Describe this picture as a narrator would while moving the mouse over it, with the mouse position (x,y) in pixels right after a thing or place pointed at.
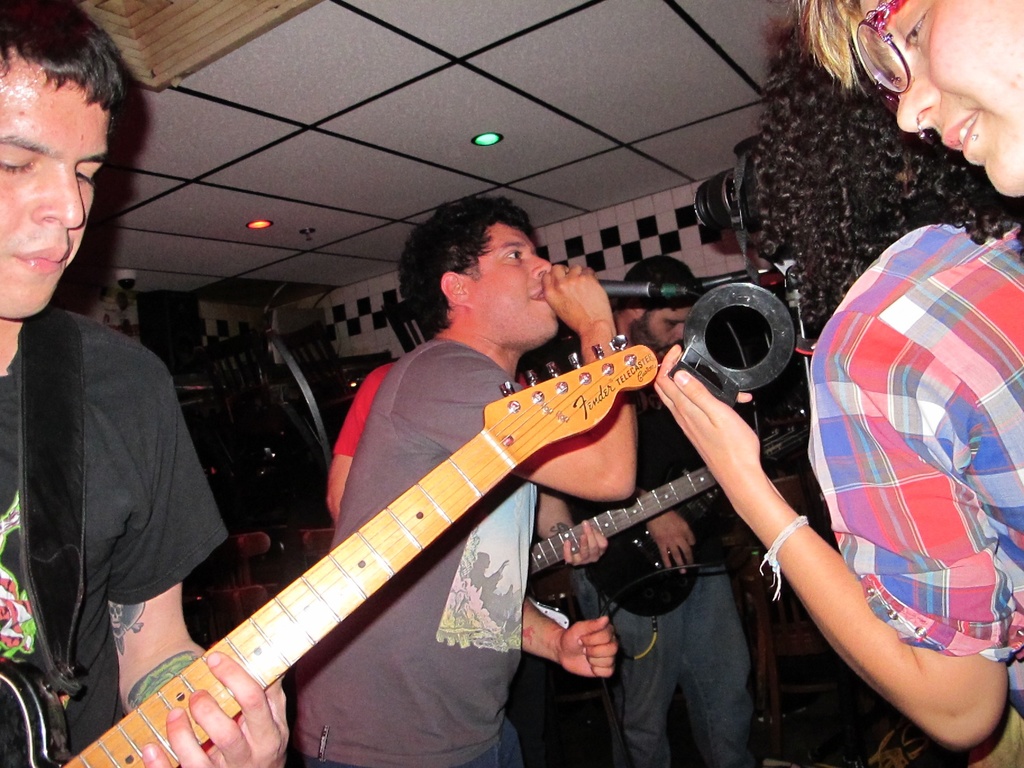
In this image, few peoples (439,459) are there. Few are playing a musical instrument (318,567). And the middle person (428,413), holding a microphone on his hand (582,283). White color roof (576,186) we can see and lights (488,138). The back side, we can see chairs (302,388).
